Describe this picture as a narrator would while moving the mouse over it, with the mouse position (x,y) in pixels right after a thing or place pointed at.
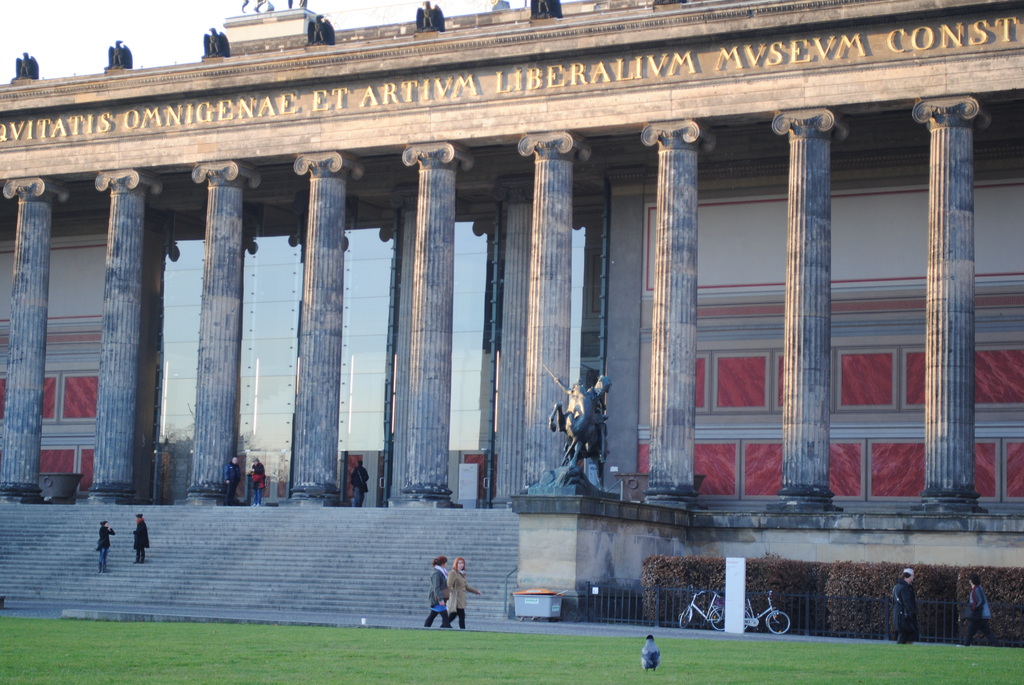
There is a bird (656,644) on the grass (620,651) on the ground (405,621). In the background (977,615), there are persons (466,584) walking on the road (416,613), there are bicycles (773,612) parked, near a fencing (776,594) and plants (673,557), there are persons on the steps (128,512) of a building (214,136), there is a statue (607,404) on the wall (544,511), building (428,302) is having pillars (542,340) and glass wall (469,292), there are persons (366,483) on the floor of the building (222,446) and there is a sky (143,23).
